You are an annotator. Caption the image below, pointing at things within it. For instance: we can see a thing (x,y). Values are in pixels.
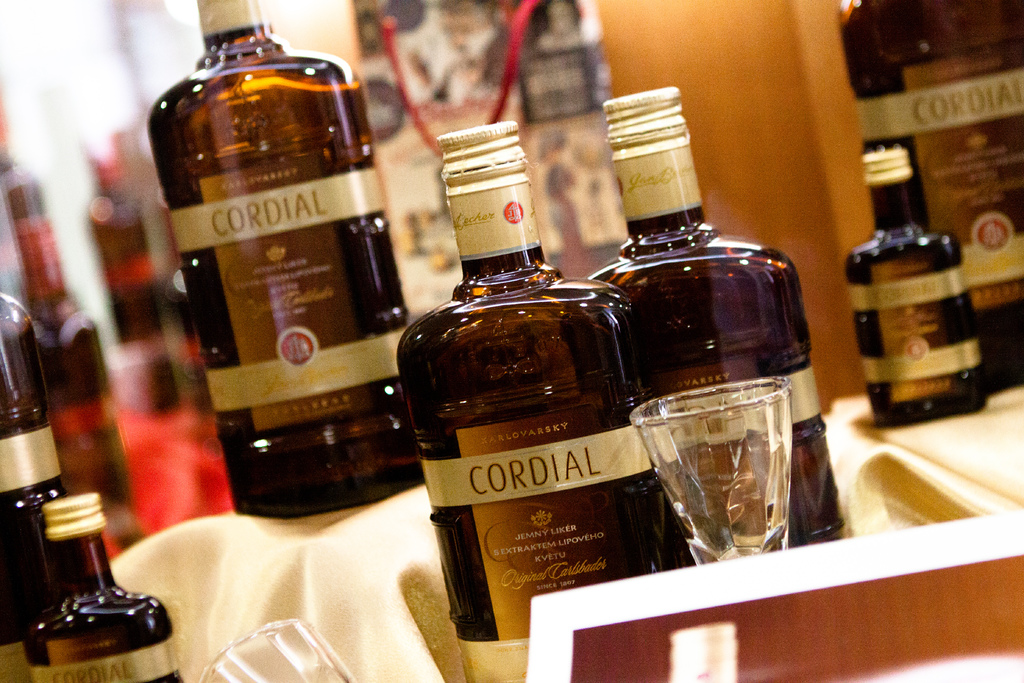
In this image I can see number of bottles (364,394) and few glasses (737,446).
